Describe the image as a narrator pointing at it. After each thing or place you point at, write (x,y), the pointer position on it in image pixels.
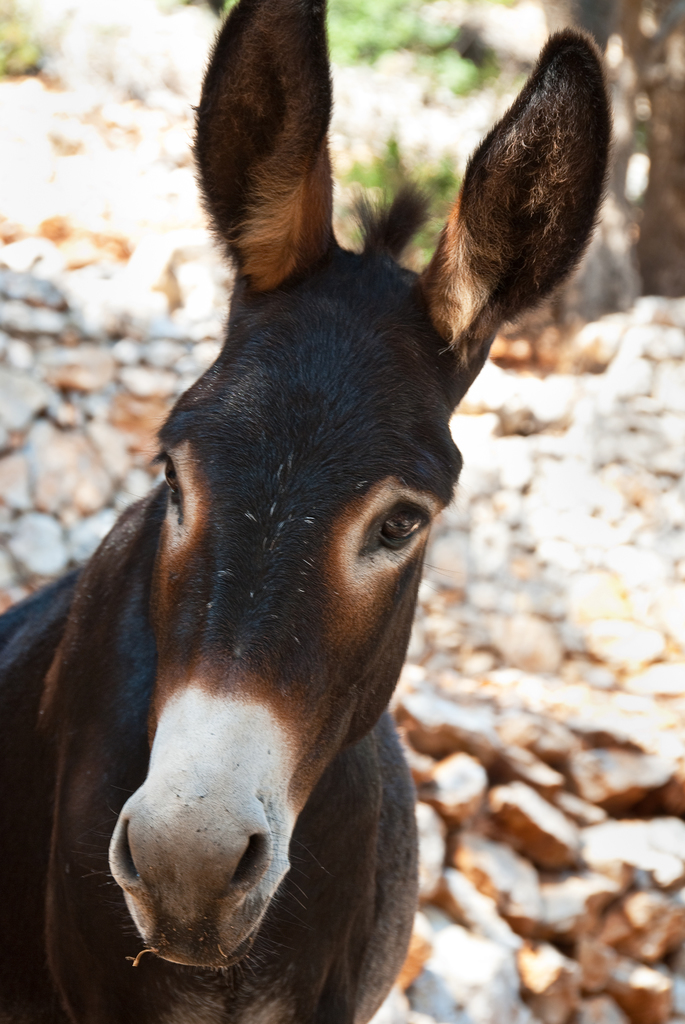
In this image we can see an animal (282,520), there are rocks (521,825), plants (407,36), also the background (615,355) is blurred.
